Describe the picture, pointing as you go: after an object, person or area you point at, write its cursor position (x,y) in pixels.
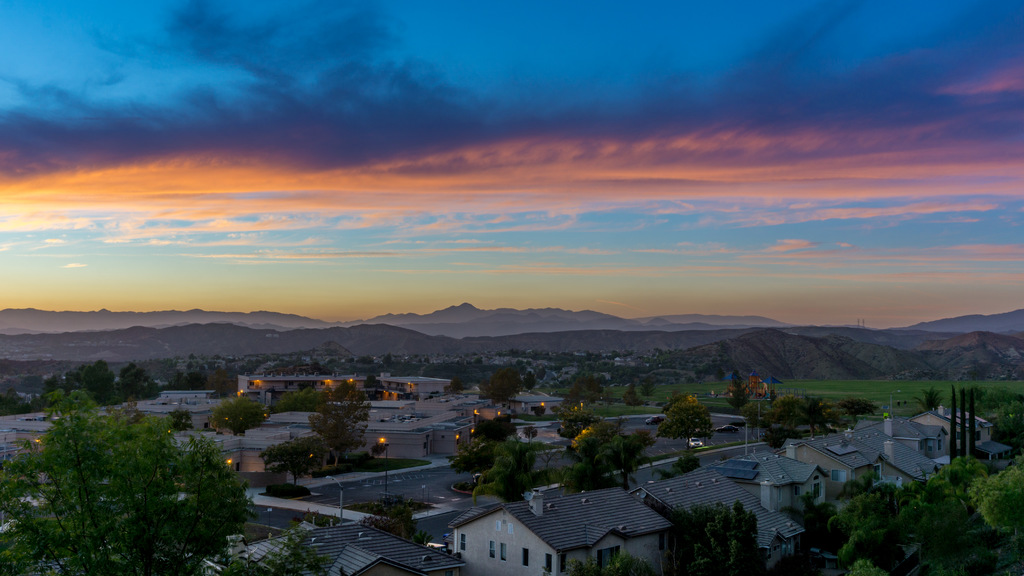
In this picture we can see buildings (304,437) with windows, lights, trees (253,405), mountains (559,330) and in the background (325,104) we can see the sky (502,82) with clouds (474,218).
